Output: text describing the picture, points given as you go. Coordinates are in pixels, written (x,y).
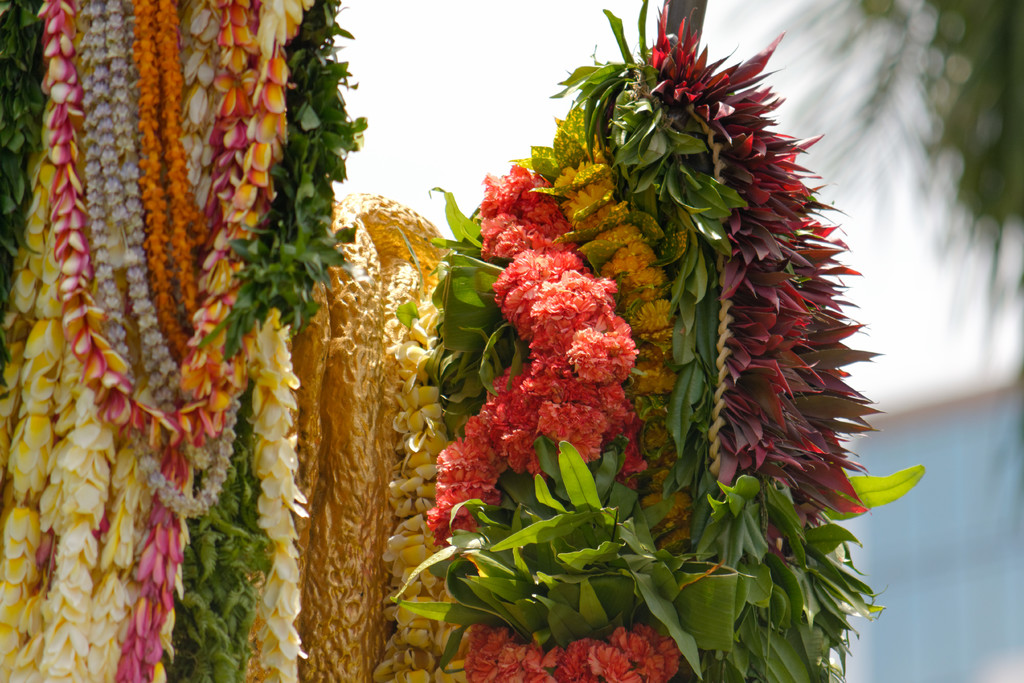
In this image we can see a group of garlands (244,385) of flowers (263,417) and leaves (748,293). At the top (446,91) we can see the sky (482,107). In the top right (954,54), we can see a tree (966,23).
